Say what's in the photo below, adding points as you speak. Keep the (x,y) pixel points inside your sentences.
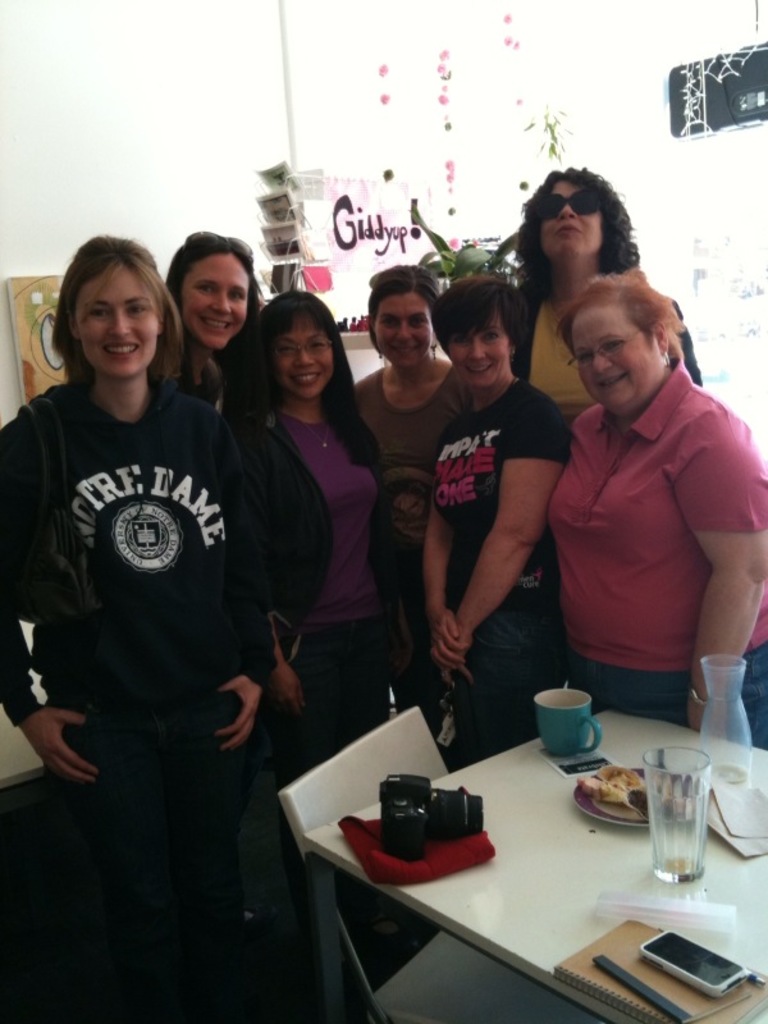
In the picture there are seven women (89,254) standing, most of them are laughing, there is a white color table (762,931) in front of them, there is a cup (569,728), some food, a glass (664,872), a mobile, book (585,986), a camera (399,839) and tissues (741,816) on the table (519,804), there is a chair (416,730) beside the table (467,781). In the background (437,225), there are some crafts (430,212) and a white color wall (138,139).
